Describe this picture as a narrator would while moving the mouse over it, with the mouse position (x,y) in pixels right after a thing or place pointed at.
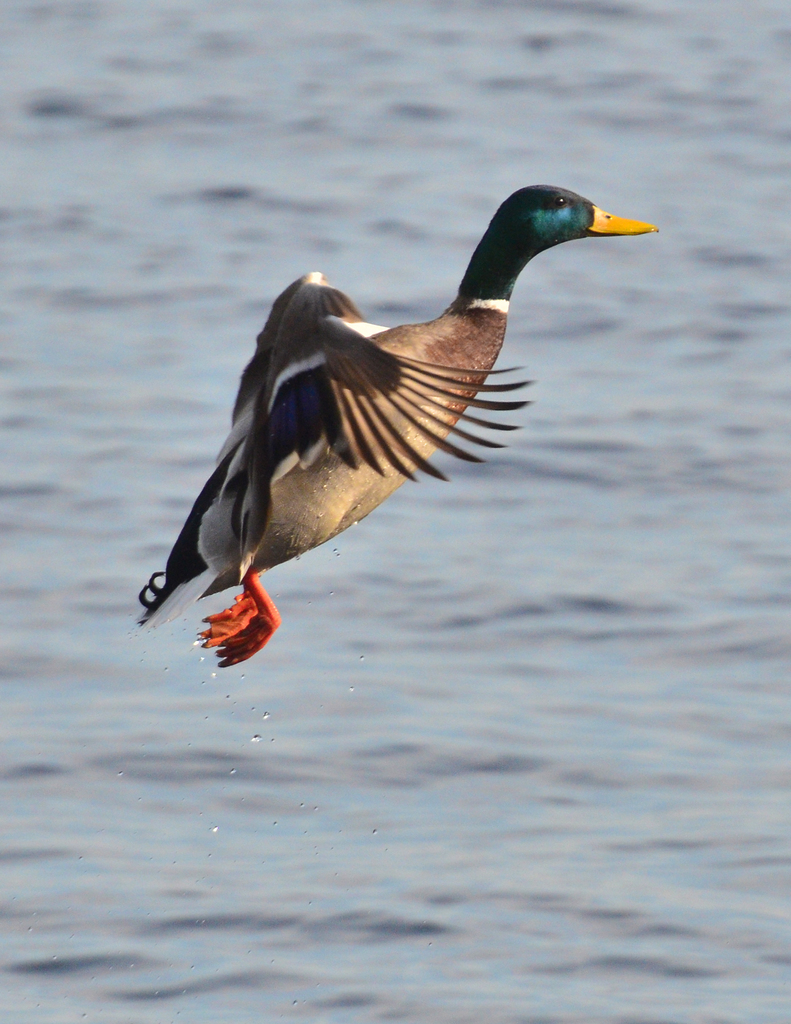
In the picture we can see a duck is flying on the water (672,875), and the duck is light brown in color and some parts, green, yellow and cream in color.
